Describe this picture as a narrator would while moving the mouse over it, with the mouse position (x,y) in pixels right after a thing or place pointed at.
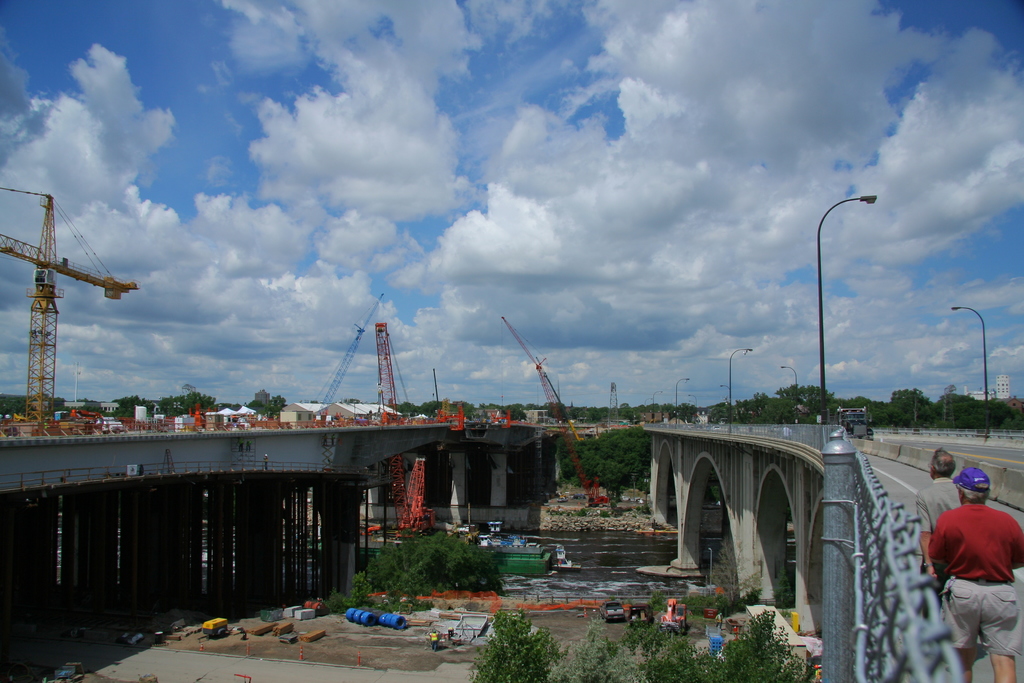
These are the bridges (735,485). I can see the tower cranes (528,354). On the right side of the image (936,555), there are two people (950,546) standing. This is a vehicle (869,435) on the bridge (889,432). I can see the street lights (730,418). These are the trees (746,412). At the bottom of the image (617,615), I can see the vehicles (667,627). These are the clouds (398,388) in the sky (566,272).
